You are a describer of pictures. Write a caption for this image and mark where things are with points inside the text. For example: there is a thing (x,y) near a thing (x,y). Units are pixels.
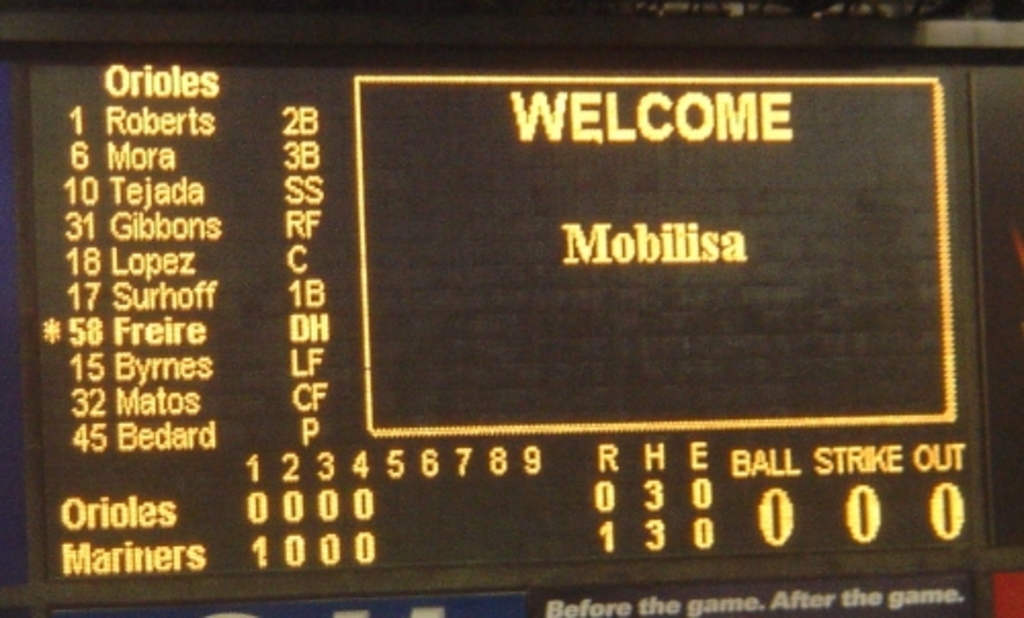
This image consists of a board (44,442) on which I can see some text (168,153) and numbers (369,501) and few lights (444,431).
